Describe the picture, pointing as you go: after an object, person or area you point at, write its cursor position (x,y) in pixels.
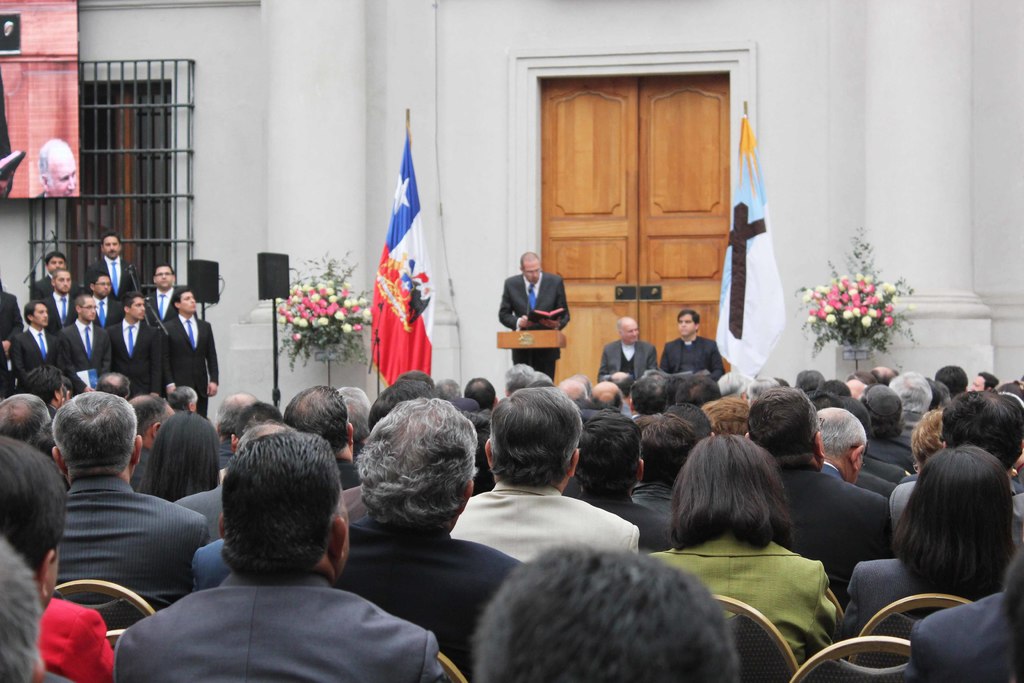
In this image, there are many people (736,439). Among them, we can see a person (551,291) holding an object (538,317). We can see some flowers (343,299), pole stands (268,265). We can also see the wall (309,48) with doors (658,88) and a metal object (172,147). We can also see the screen (66,97) on the top left corner (57,172). We can also see some flags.
